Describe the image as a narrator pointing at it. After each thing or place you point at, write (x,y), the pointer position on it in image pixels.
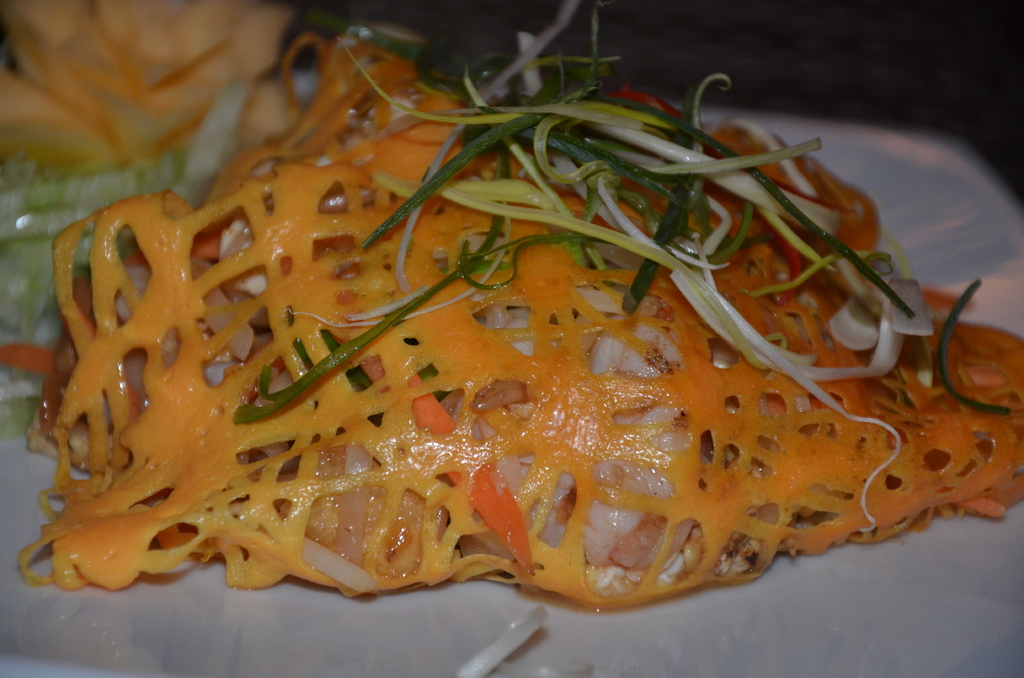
In this image there is a food item (614,367) which is served on a plate (431,619) and besides there is a garnish (137,56).
